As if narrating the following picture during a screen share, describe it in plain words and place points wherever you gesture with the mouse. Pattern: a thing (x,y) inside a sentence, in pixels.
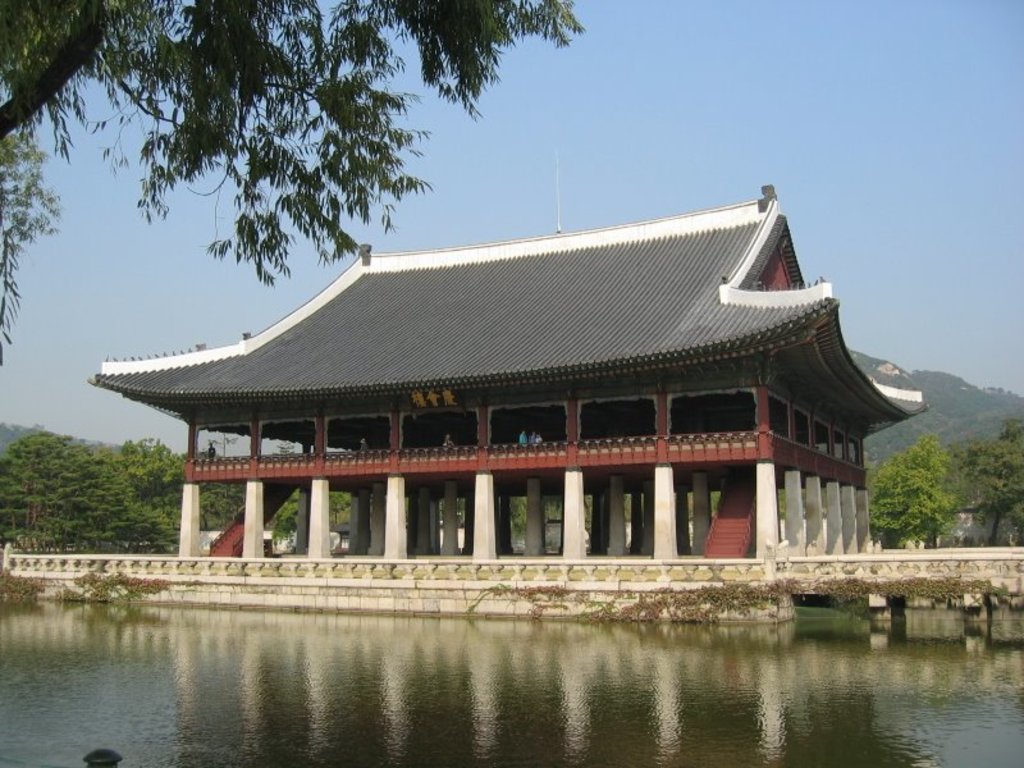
This image consists of a house (585,462) along with the pillars (185,523). At the bottom (242,705), there is water (653,742). In the background (125,518), we can see the trees (1006,498) and a mountain (952,382). At the top (609,93), there is the sky (134,106).
